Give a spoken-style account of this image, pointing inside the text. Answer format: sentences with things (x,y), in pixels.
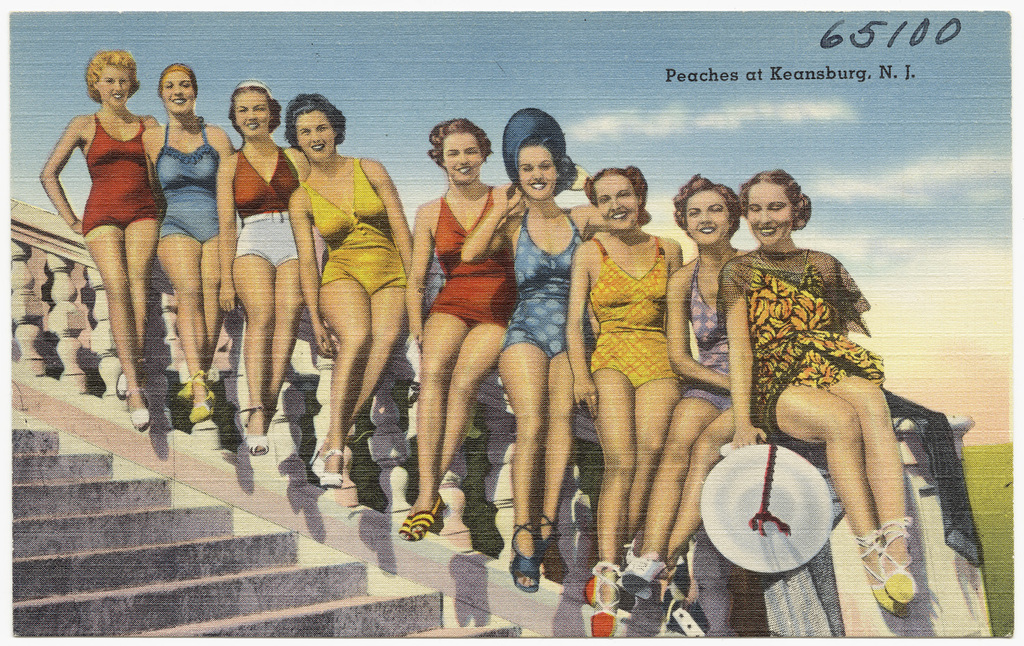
In this picture we can see poster (916,256), in this poster (853,208) there are women (271,116) sitting on railing (394,467) and smiling and we can see steps (202,553), grass (983,503) and sky (678,145). In the top right side of the image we can see number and text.
